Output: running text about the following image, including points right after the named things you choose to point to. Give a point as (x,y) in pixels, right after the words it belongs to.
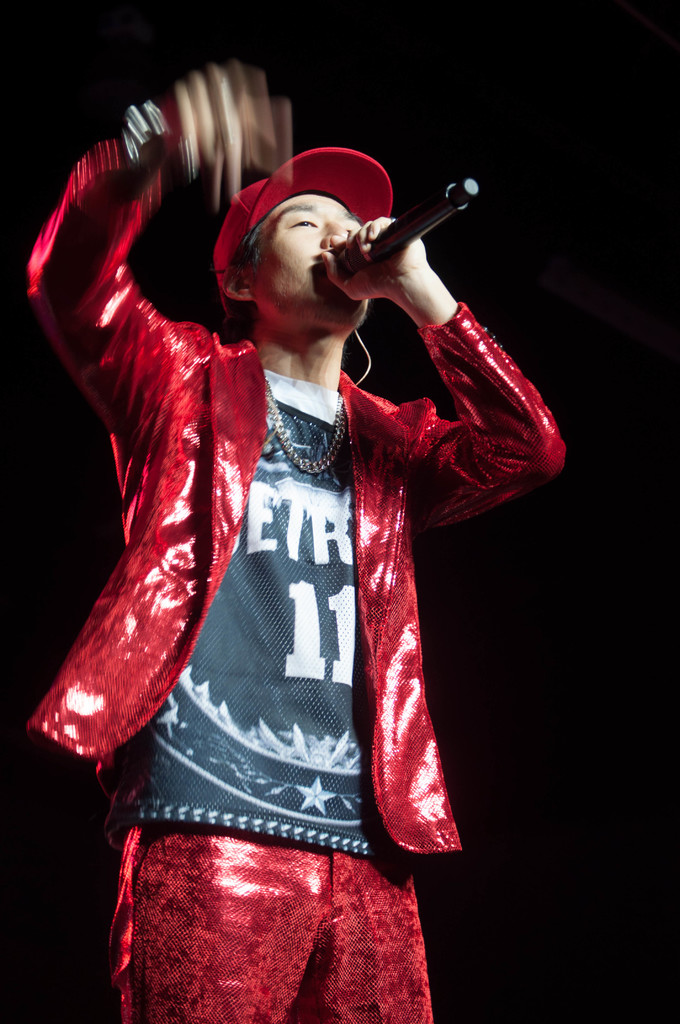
In this image I can see the person (278,487) standing and wearing the red and grey color dress (242,638). I can see the person (249,313) holding the mic (400,228). He is also wearing the cap (243,201). And there is a black background (578,900).
